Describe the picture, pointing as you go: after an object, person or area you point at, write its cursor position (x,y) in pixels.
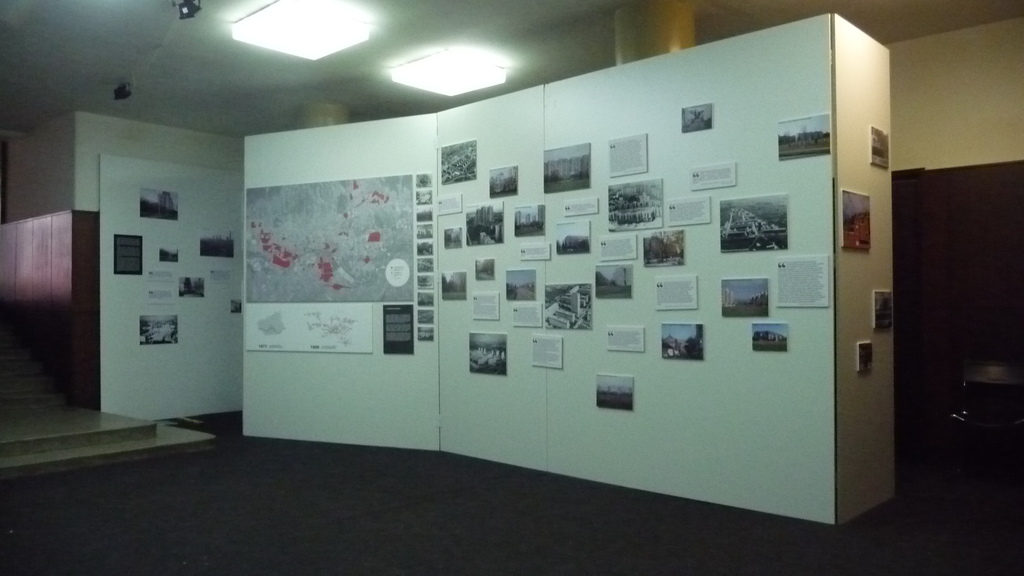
On this white wall (468,363) we can see map (382,258), pictures (612,218) and posters (638,160). Lights (350,20) are attached to the ceiling (418,17). Here we can see a chair (989,392).
